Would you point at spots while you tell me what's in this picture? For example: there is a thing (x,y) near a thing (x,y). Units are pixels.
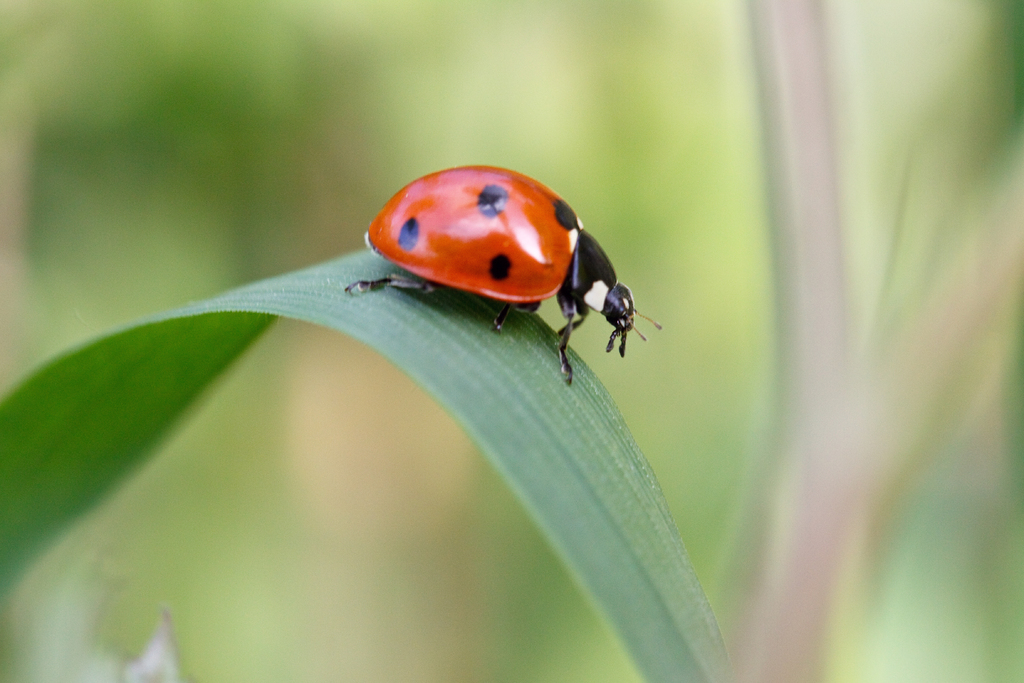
In this image we can see a bug (459,194) on a leaf (623,463). In the background (257,187) it is blur.
